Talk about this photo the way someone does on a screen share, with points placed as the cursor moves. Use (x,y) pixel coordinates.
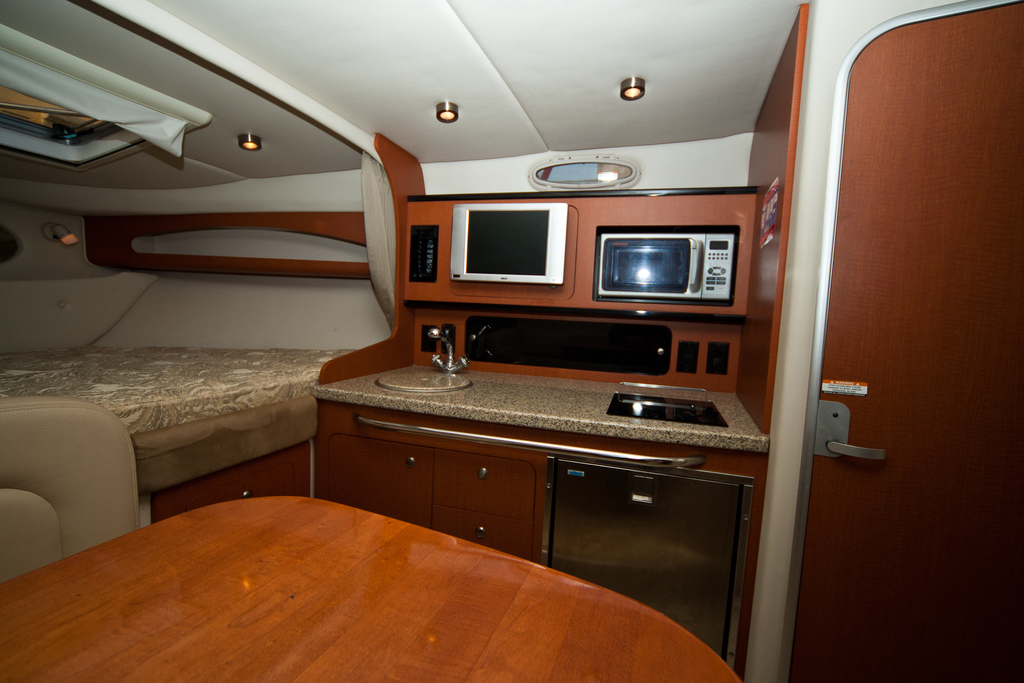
In this image it looks like a room (734,367) there is a door (988,301) on the right side (997,127) and there is a chair (16,523) on the left side (9,537). There is a table (303,658) in the foreground (683,668). In the background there is a micro oven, television (533,253), and wash basin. There is light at the top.
